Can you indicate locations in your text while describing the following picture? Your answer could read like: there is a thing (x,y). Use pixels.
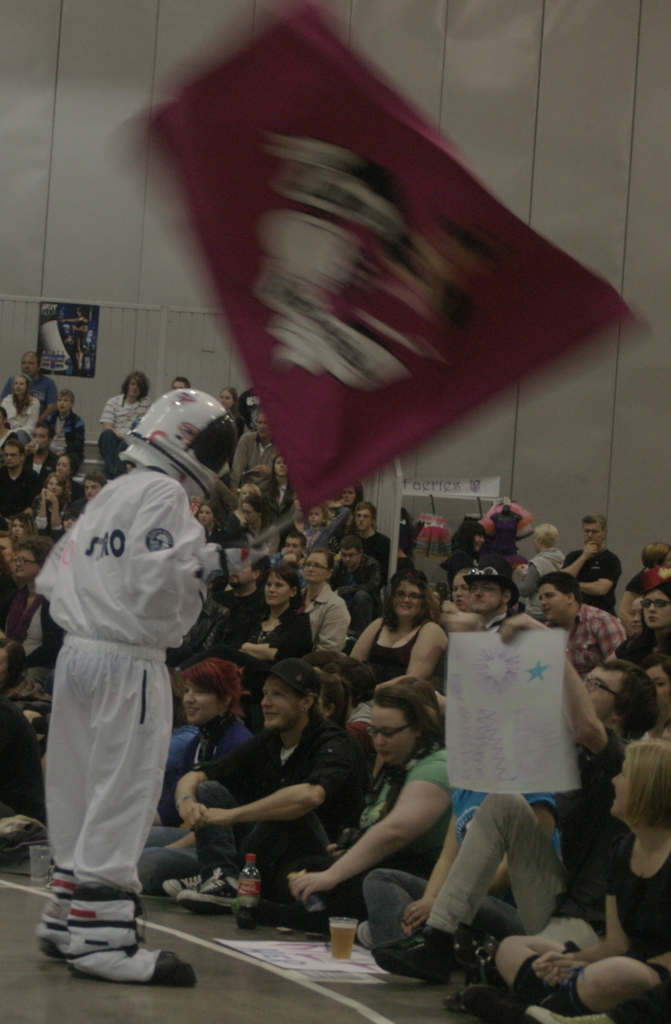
In this picture we can see a group of people (397,832) where some are sitting and some are standing on the floor (244,936), bottle (247,905), glass (337,926), banners (465,780) and in the background (440,21) we can see wall (445,133).
